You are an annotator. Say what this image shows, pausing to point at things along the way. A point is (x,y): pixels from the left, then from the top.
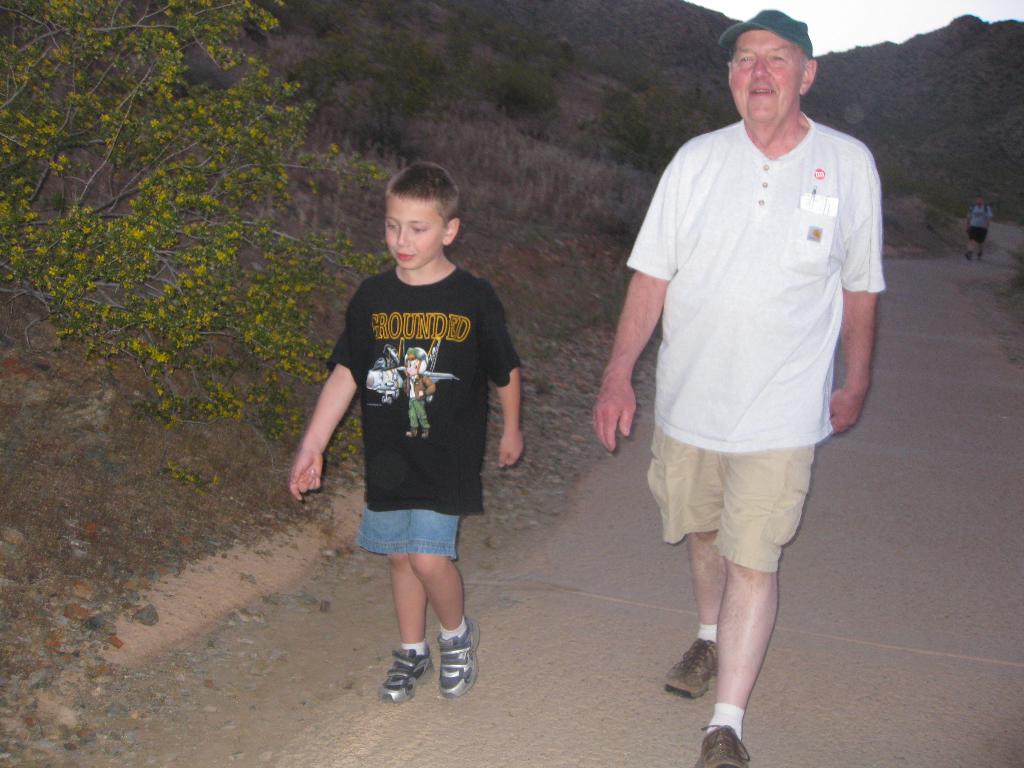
In this picture there are three persons (736,481) walking on the road (844,569). At the back (378,99) there are trees (213,258) and there is a mountain (863,89). At the top (867,32) there is sky (849,32). At the bottom (828,658) there is a road (885,586).
